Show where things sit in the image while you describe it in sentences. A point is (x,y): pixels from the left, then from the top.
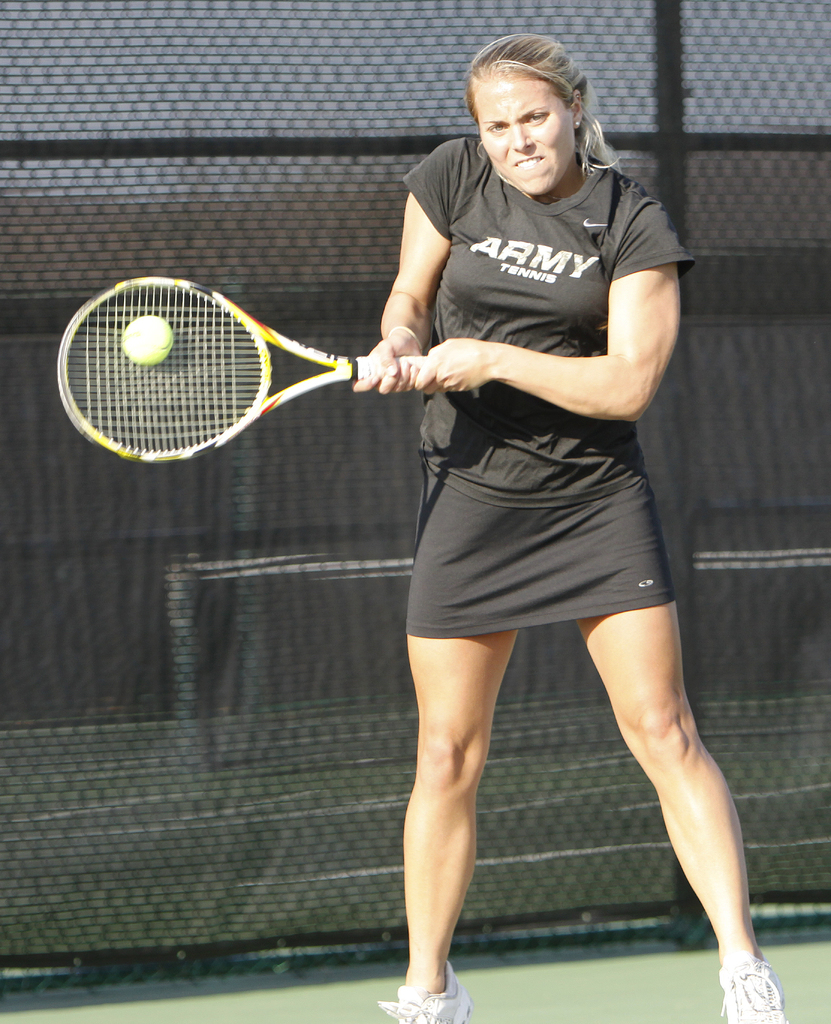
In this picture a black dress lady (550,406) is playing tennis and in the background (42,170) there is green fence (153,147).
